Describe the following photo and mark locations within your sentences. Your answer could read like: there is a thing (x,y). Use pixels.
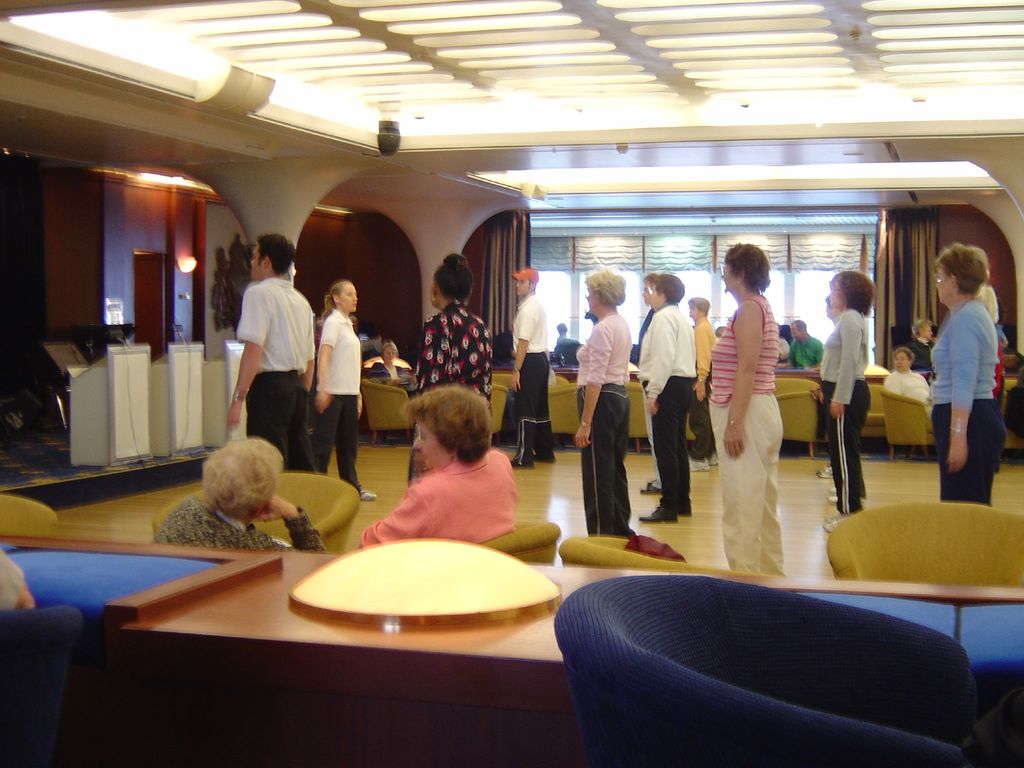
In this image there are few people (681,354) standing on the floor (695,523). There is podium (143,377) and a wooden wall (82,257). There are chairs (831,630).
